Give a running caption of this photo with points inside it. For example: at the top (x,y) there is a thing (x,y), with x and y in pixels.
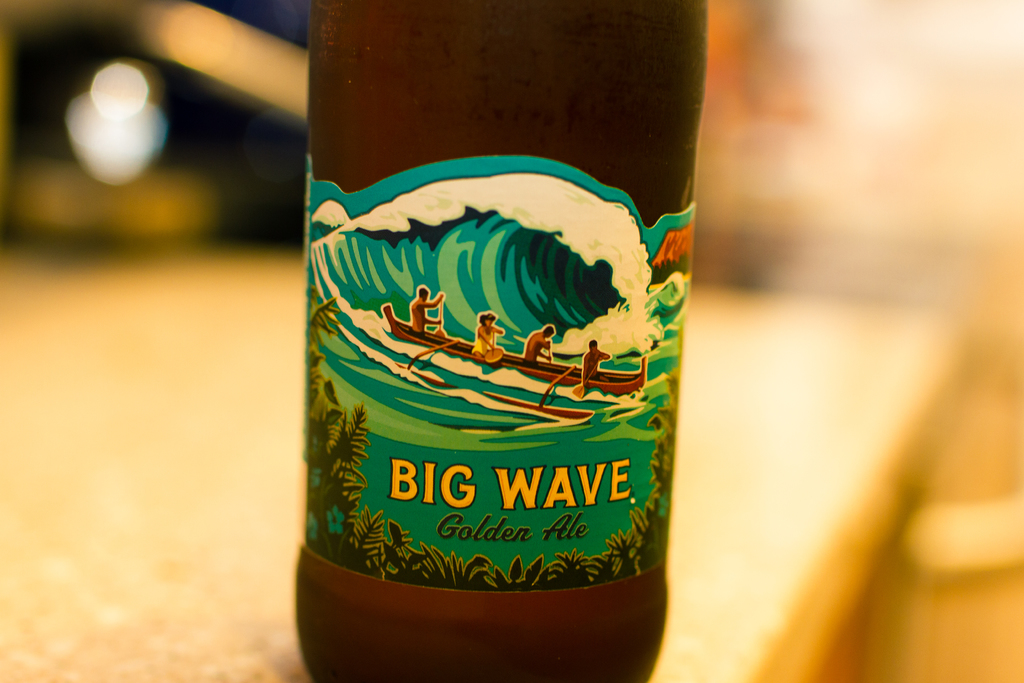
In this image I can see a bottle (543,614) which is placed on the table (706,593). There is a label (431,379) attached to the bottle (579,280). On this label (383,509) it was written as big wave. I can see a boat (443,341), persons (592,361) sitting on a boat (557,374) and a wave (438,227) on this picture.
